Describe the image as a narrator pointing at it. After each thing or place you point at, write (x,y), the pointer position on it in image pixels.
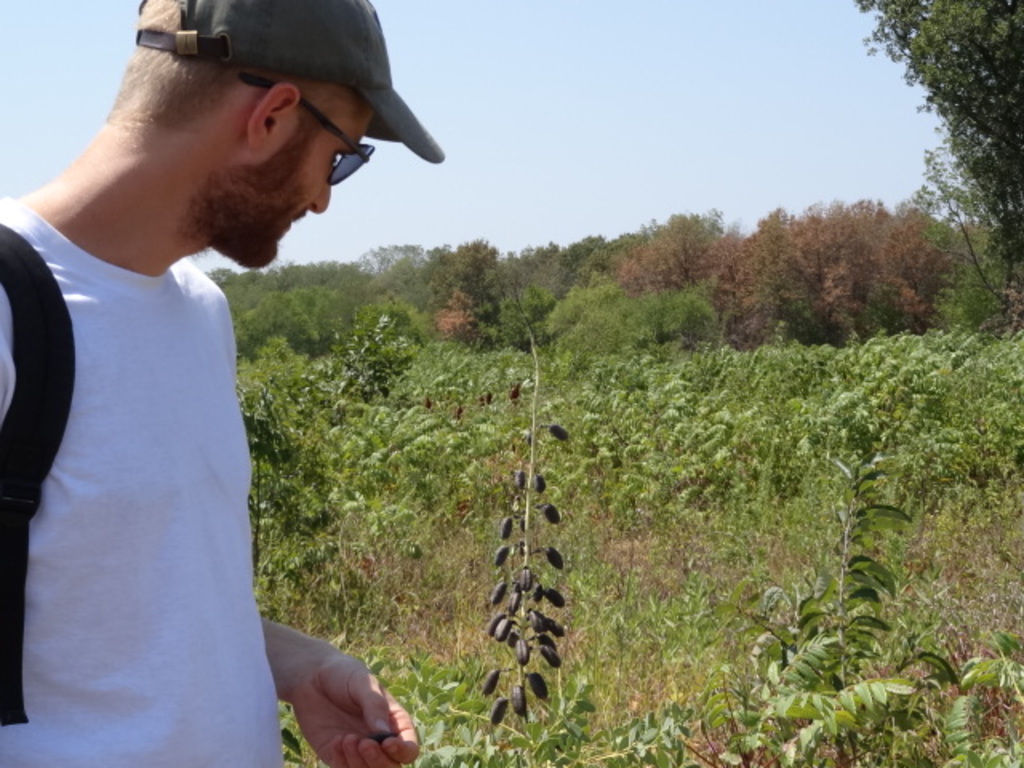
The man (198,464) on the left side (111,464) who is wearing the white T-shirt (117,390) and bag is standing. He is wearing the goggles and a cap (237,49). Beside him, we see plants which have black color seeds (552,517). There are plants (927,374) and trees (770,326) in the background (906,227). At the top (620,101), we see the sky (620,101).
